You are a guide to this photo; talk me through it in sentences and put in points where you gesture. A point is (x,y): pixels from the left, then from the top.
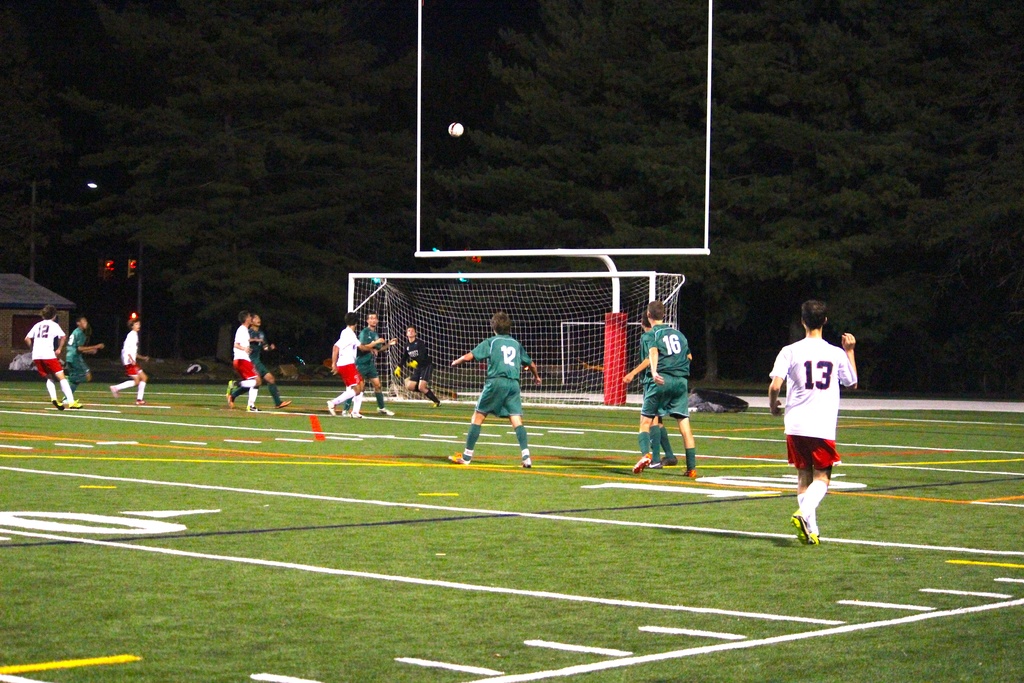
In the foreground of this image (889,458), there are few people (77,342) walking and running on the grass (392,500). In the background (526,309), there is a goal net (513,299), a ball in the air (471,115), a pole structure (443,253), trees (328,152), a light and a house (5,342) on the left (5,342).
